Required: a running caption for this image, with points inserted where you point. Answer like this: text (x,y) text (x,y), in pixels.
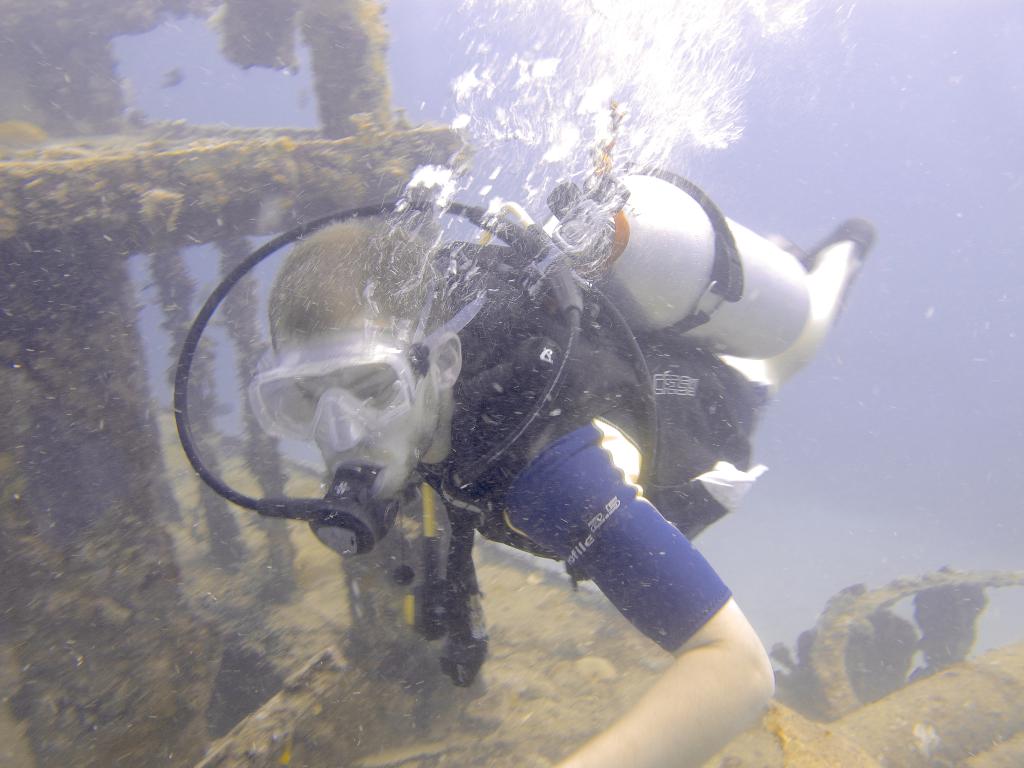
This picture is taken in the water (507,556). In this image, in the middle (636,369), we can see a man (289,435) wearing a backpack (697,275). On the left side (276,190), we can see a pole (235,190) and a wall (114,410). On the right side (824,678), we can see some objects (930,750). In the background (950,86), we can see a water (900,401).
